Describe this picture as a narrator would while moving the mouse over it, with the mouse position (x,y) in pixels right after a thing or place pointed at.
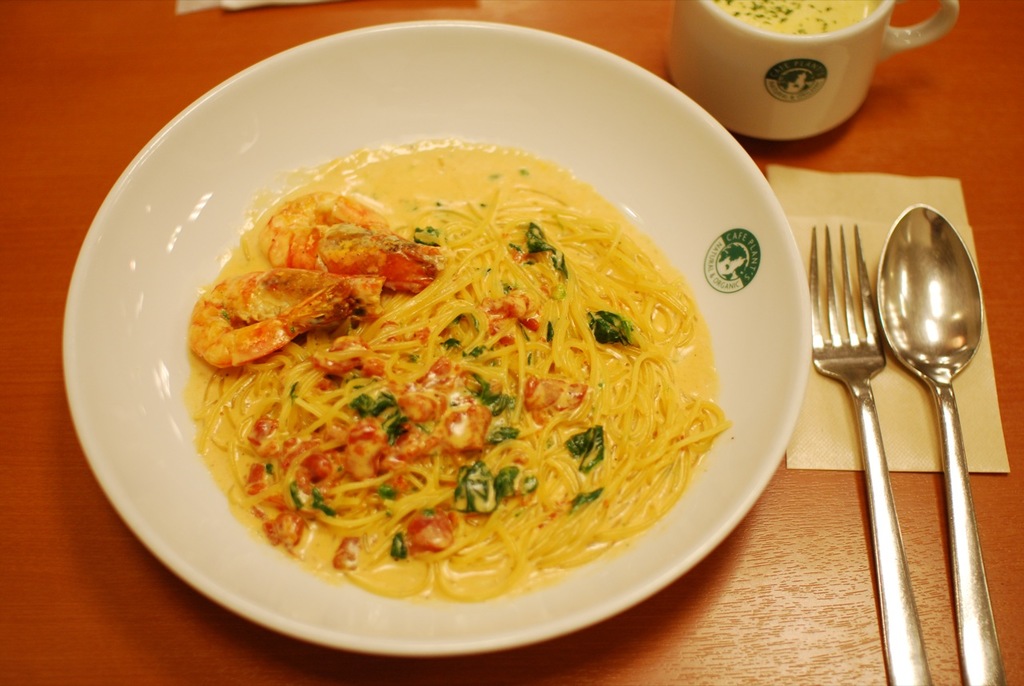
The picture consists of a table (917,137), on the table (895,141) there are spoon (929,319), fork (882,463), tissue (838,432), cup (757,97) and bowl (668,227). In the bowl (655,220) there is a food item (541,297). In the cup (762,59) there is a drink (788,18). On the top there is an object (216,5).
